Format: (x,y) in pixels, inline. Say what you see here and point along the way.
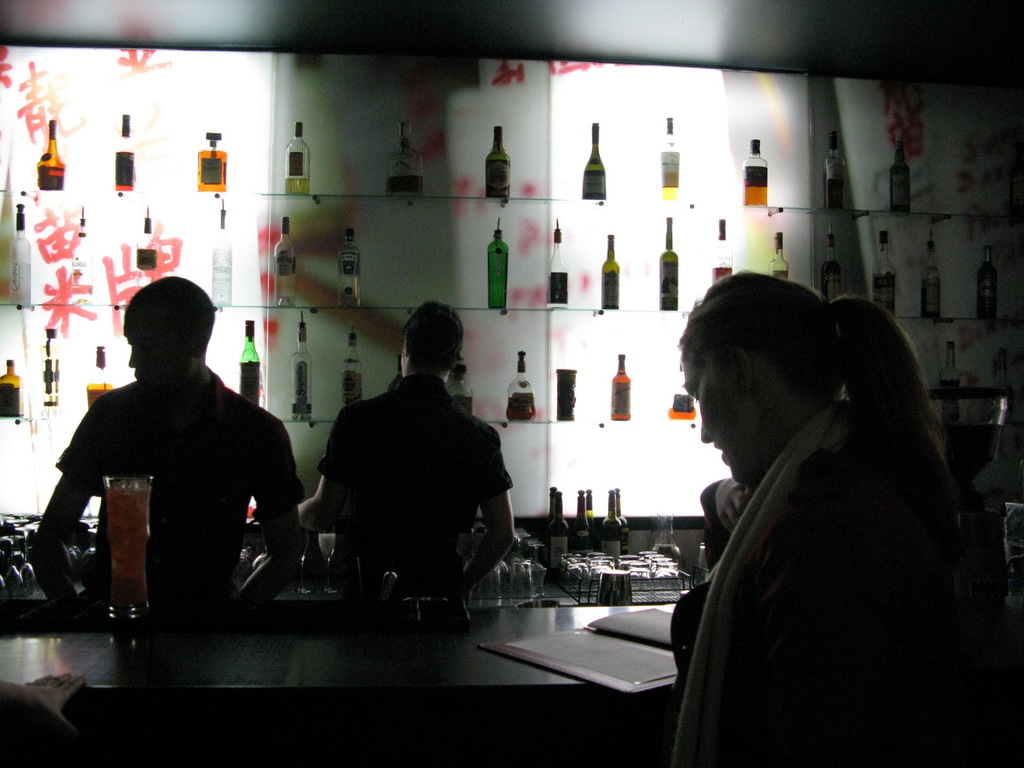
In this image, we can see people (455,360) and in the background (407,180), there are bottles (129,149) in the shelves (322,309) and we can see glasses (634,572) and there is a table (110,638) and there is a book (561,651). At the top (691,25), there is a roof (653,27).
